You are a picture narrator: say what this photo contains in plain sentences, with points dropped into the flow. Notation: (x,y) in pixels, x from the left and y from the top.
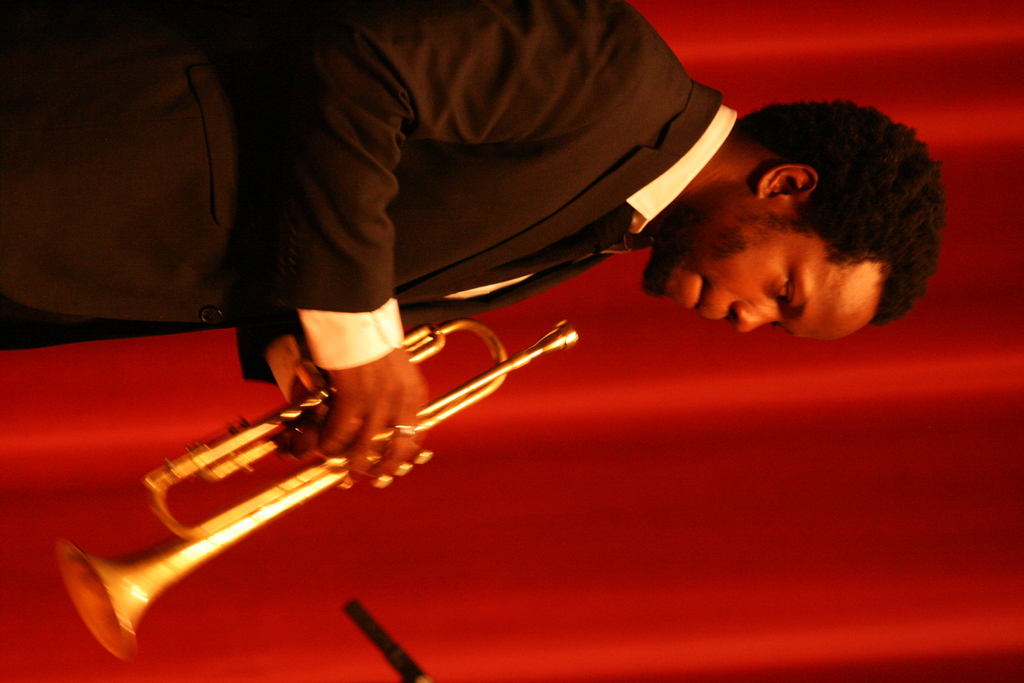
There is a person (317,128) wearing a black suit (388,151). He is holding a trumpet (314,410). In the background (517,445) there is a red wall (640,544).
